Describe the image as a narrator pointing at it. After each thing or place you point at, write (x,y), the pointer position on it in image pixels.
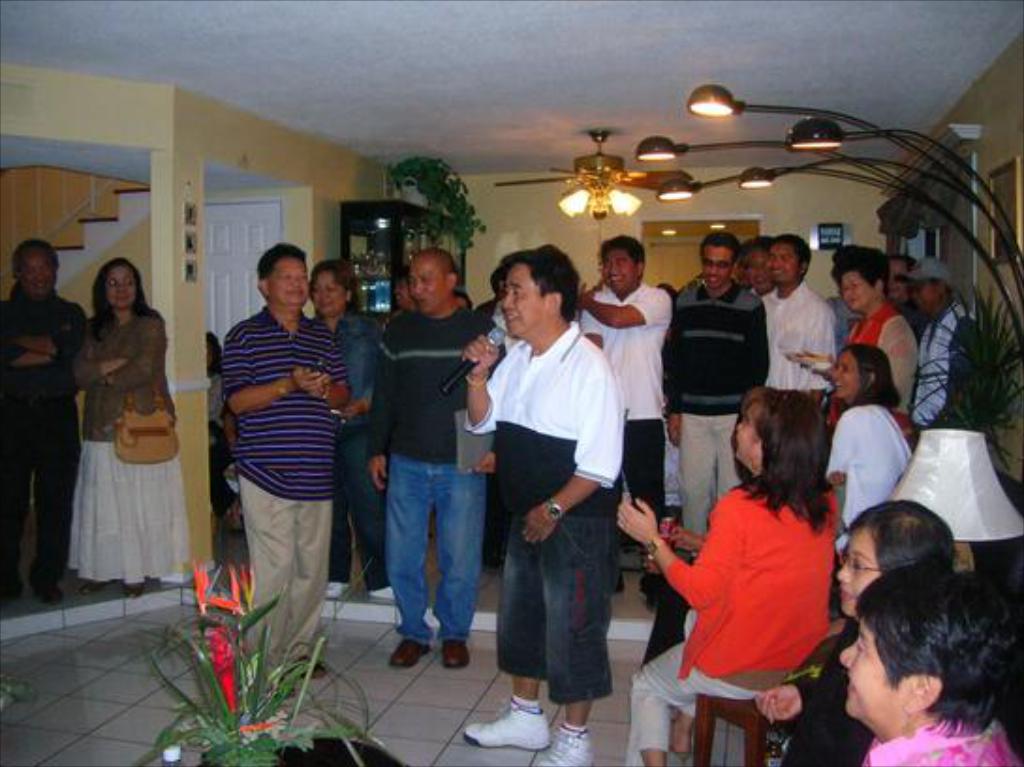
This image is taken indoors. At the top of the image (303,59) there is a ceiling (795,73) and there is a fan (601,188). In the background (559,192) there are a few walls (810,220). There are two doors (255,238). There are a few stairs (107,240) and there is a railing (62,218). There is a cupboard (385,251) with a few things (378,294). There is a board (835,237) with a text (831,239) on it. On the right side of the image (920,191) there are a few lights (756,167). There is a plant (971,357) and there is a lamp (924,477). A few women (894,562) are sitting on the stools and a few (900,330) are standing. In the middle of the image (489,357) a few people (294,341) are standing on the floor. A man (556,449) is standing and he is holding a mic (493,352) in his hand (476,381). At the bottom of the image (106,741) there is a floor (335,639) and there is a plant (250,723) in the pot (338,757).
